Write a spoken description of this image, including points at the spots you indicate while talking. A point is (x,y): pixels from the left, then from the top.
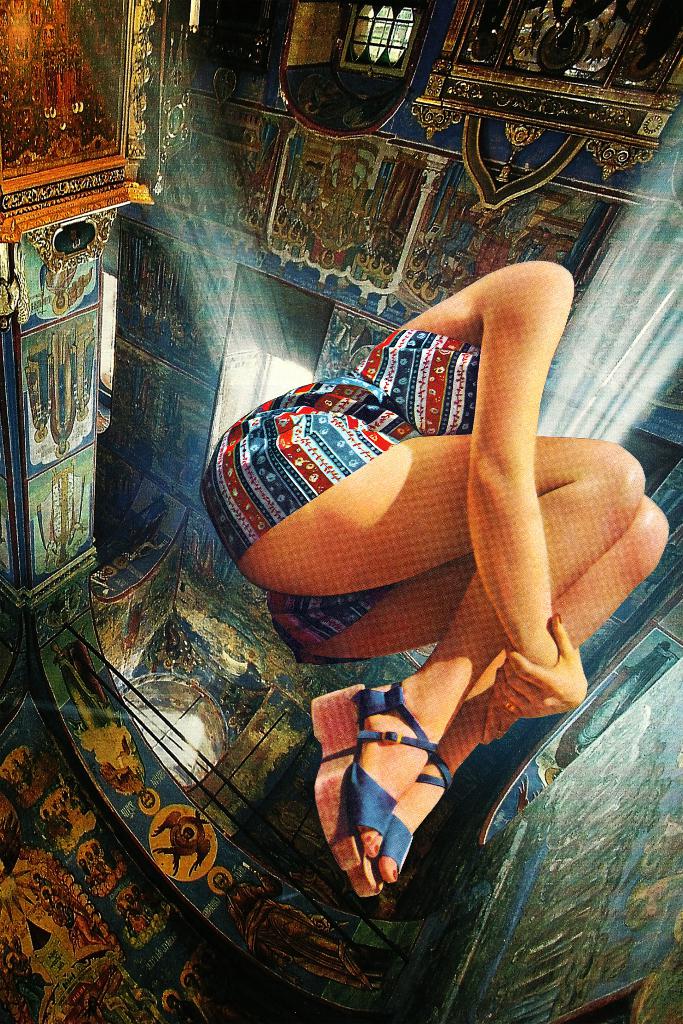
In the foreground (437,767) I can see a person (415,784). In the background (571,795) I can see a wall (294,667), sculptures (85,438), windows (231,394) and fence (281,836). This image is taken may be in a building (168,494).
